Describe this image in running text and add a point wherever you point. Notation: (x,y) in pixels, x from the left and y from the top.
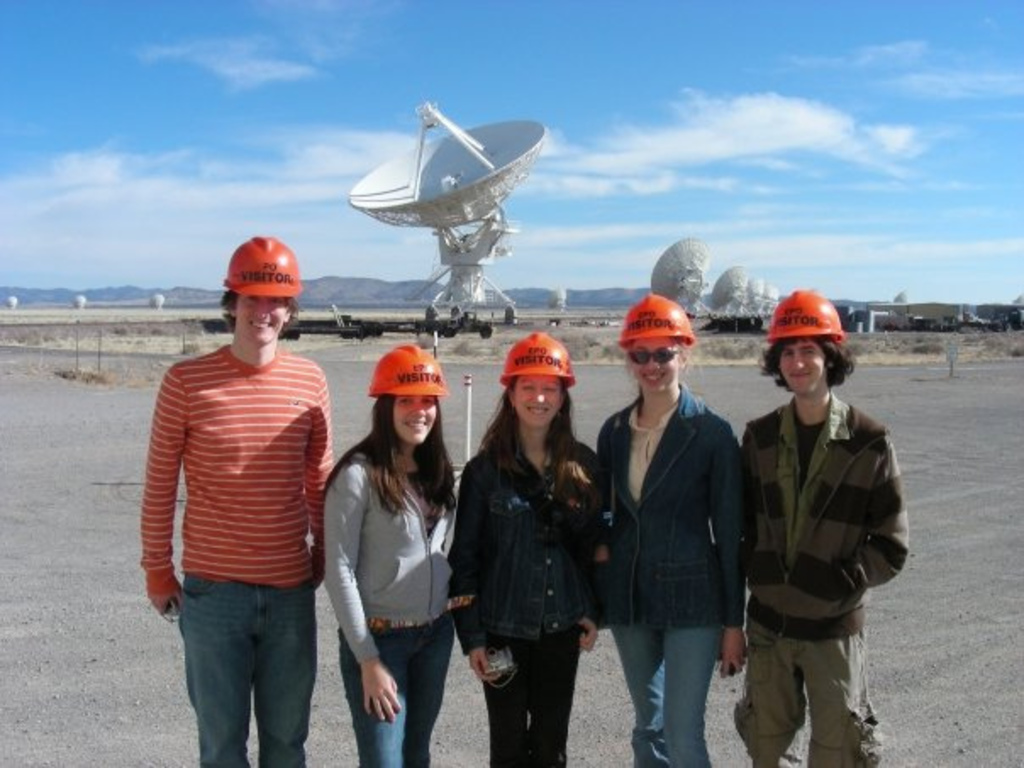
In this image there are five persons (462,567) standing wearing helmets (796,318), in the background (469,227) there are radio telescopes (751,310), mountains (637,293) and the sky (657,107).
